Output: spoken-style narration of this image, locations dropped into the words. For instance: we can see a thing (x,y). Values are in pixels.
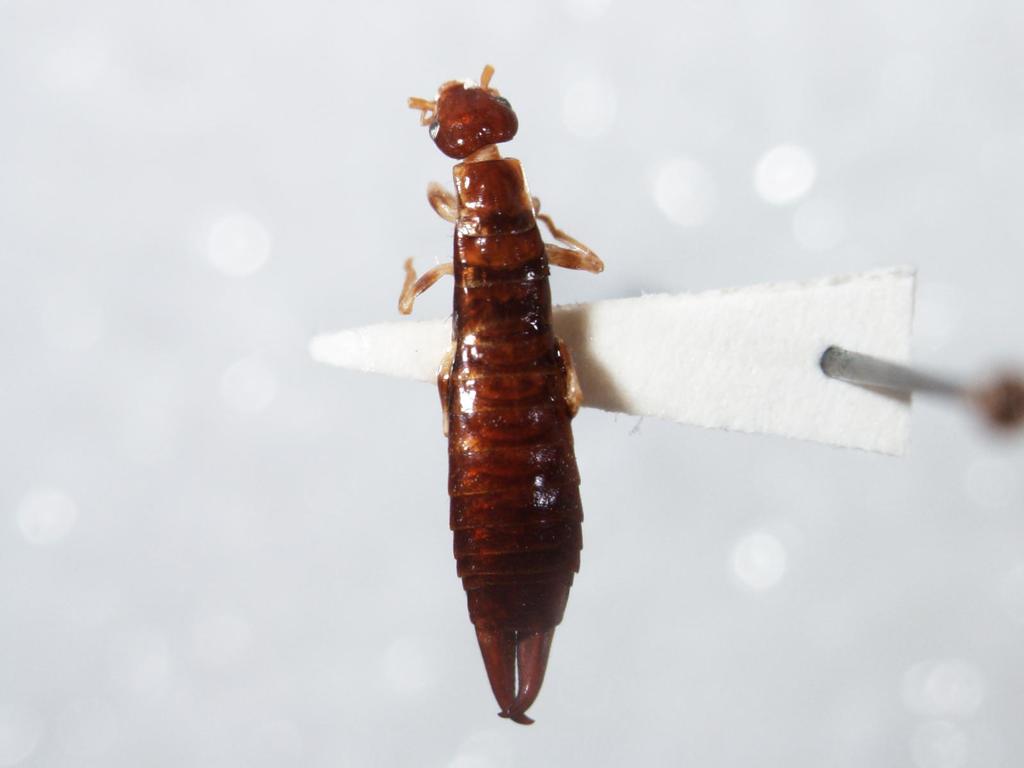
In this image, we can see an insect (542,412) on the white color object (712,358). Background (982,647) there is a blur view.
